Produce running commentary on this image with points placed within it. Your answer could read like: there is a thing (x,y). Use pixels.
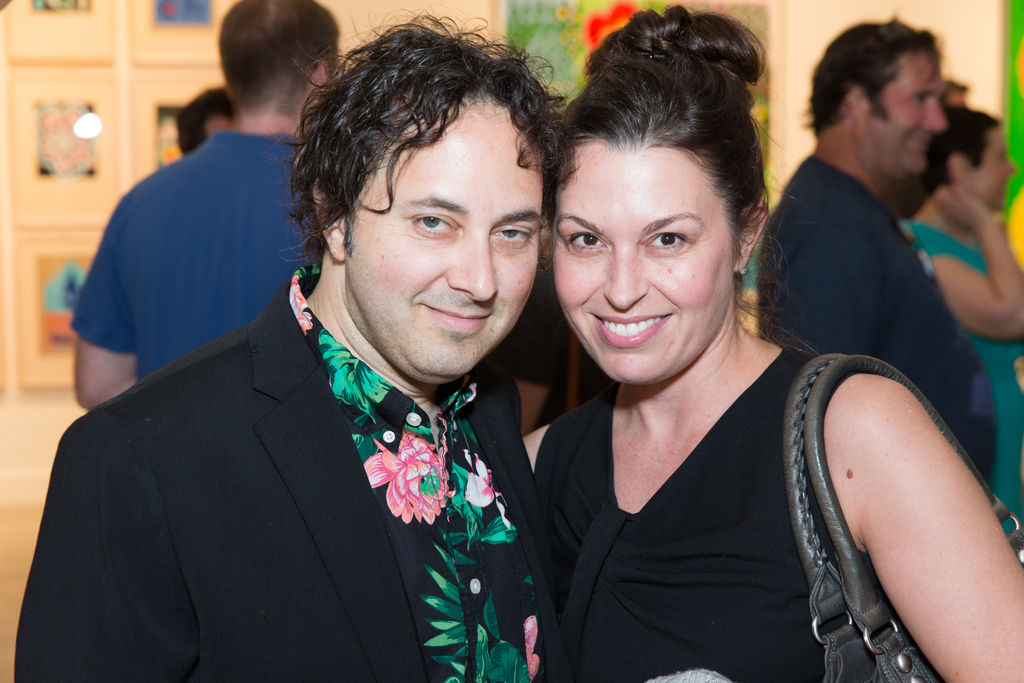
In this image we can see a man (507,528) and woman (751,470). They are wearing black color dress (658,550). Woman (700,525) is holding bag (796,461). Behind them few people (874,172) are there.
